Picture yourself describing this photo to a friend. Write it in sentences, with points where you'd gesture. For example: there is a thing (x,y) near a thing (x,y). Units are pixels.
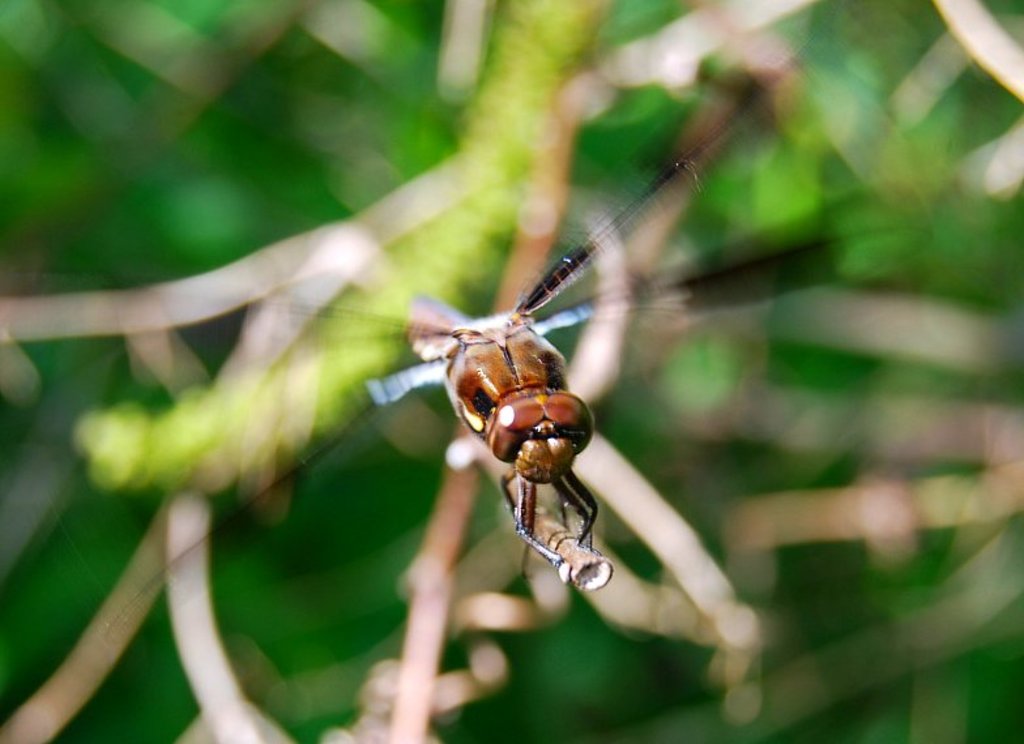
In this picture, we can see a fly (585,242) on a plant (421,666) and we can see the blurred background (405,128).
